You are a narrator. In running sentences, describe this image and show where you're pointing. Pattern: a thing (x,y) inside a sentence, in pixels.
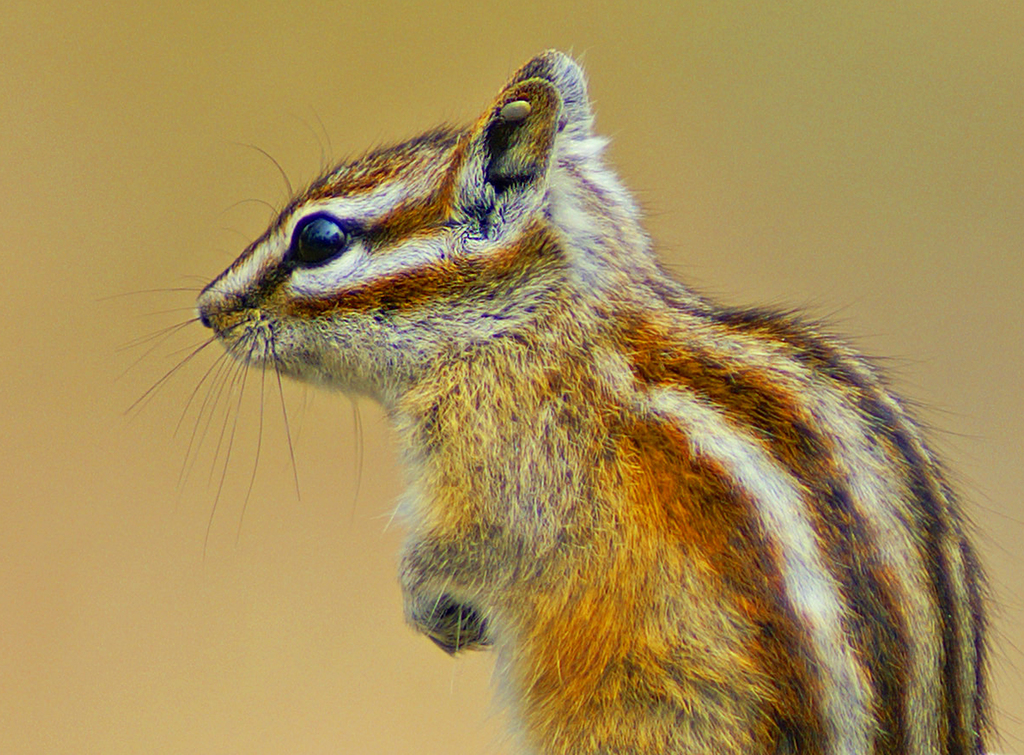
In this picture we can see a chipmunk (580,374) in the front (532,474), there is a blurry background (867,82).
